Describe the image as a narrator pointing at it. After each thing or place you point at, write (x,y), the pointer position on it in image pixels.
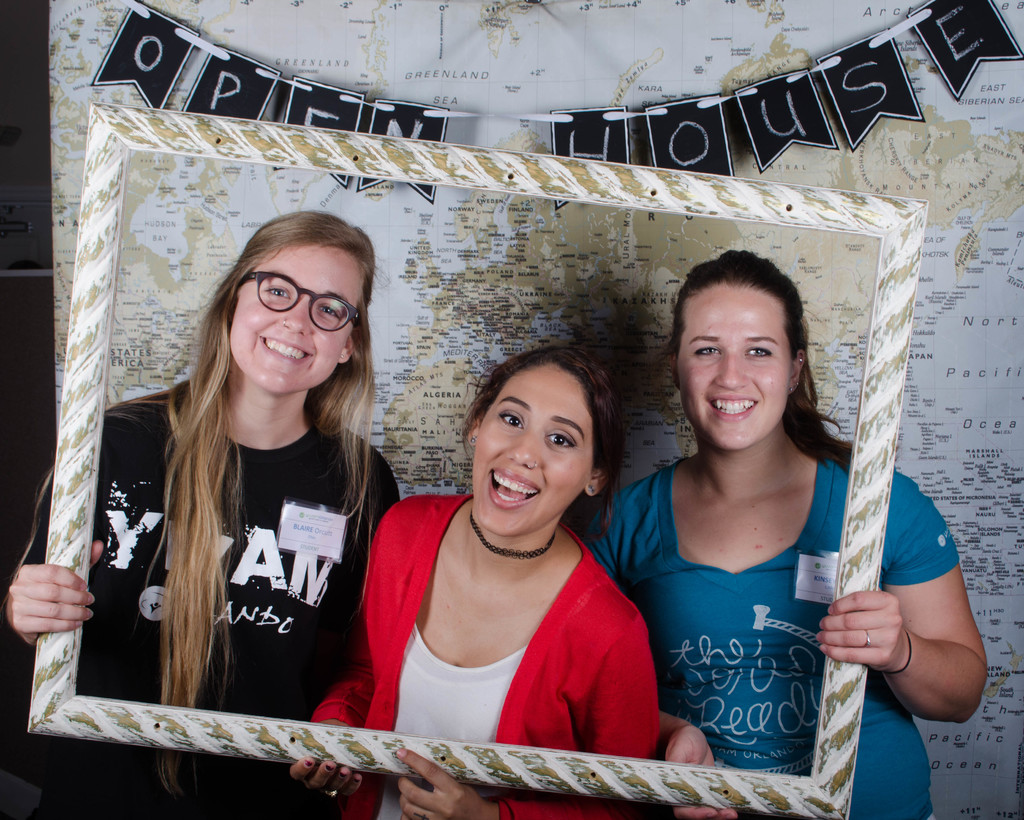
At the bottom of this image (355,812), there are three women (495,447) in different color dresses (316,476), holding a frame (100,363), smiling and standing. In the background (771,249), there is a map (920,166).
